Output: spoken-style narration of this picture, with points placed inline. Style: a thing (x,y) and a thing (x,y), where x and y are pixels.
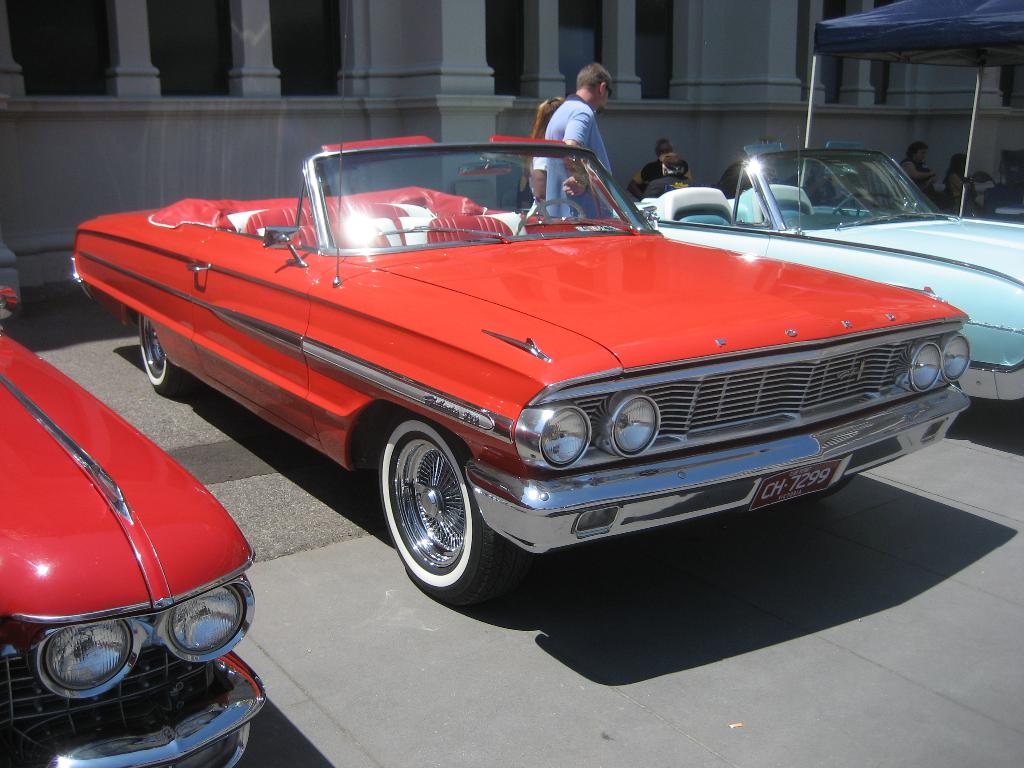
In this image I can see convertible cars (560,213), a person (589,116) is standing in the center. There is a blue canopy (921,38) on the right (994,38). There is a building (397,81) at the back (389,104).
